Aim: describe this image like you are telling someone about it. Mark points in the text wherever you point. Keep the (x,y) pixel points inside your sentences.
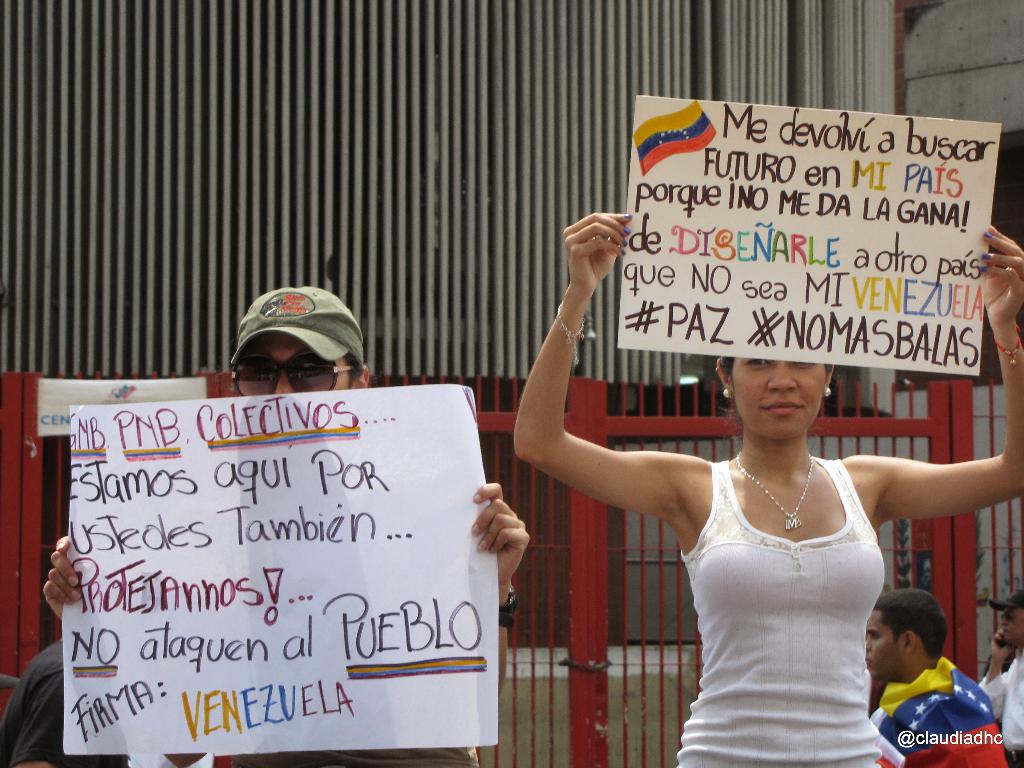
In this picture we can see two people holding posters (416,678) and in the background (508,659) we can see people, gate (596,630), grills (19,88), in the bottom right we can see some text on it.
